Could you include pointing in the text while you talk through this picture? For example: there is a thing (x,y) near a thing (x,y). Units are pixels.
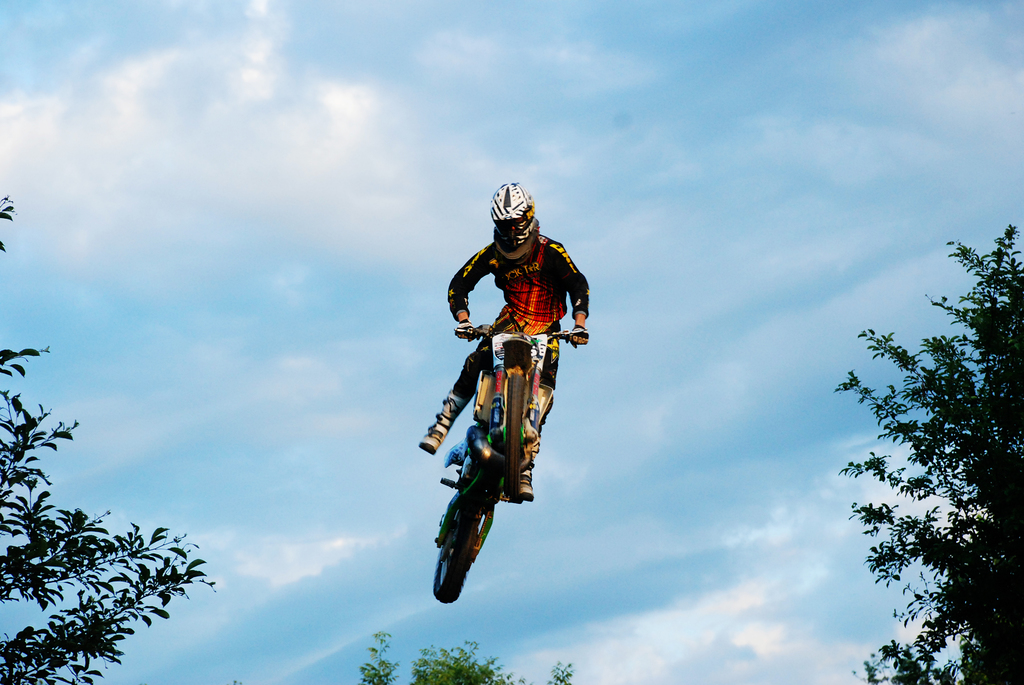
In this picture there is a man (532,252) who is wearing helmet (533,237), gloves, t-shirt (548,286) and shoes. He is doing stunt on the bike (518,419). At the bottom (889,518) I can see many trees (97,651). At the top (436,80) I can see the sky (375,298) and clouds (291,129).
